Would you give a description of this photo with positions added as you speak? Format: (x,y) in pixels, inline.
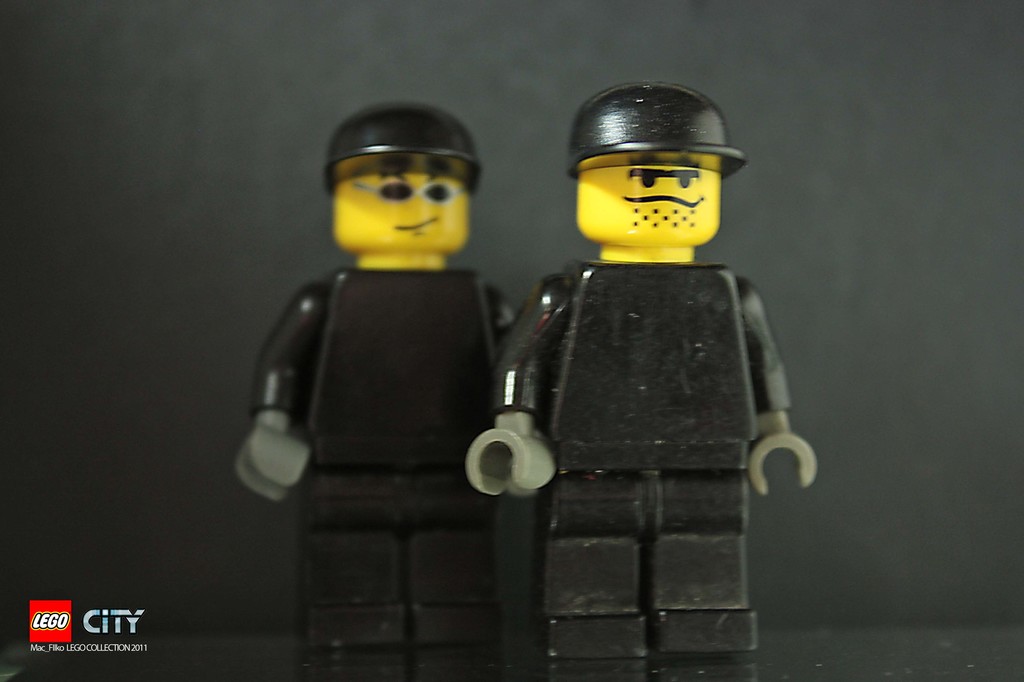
In this image we can see toys (395,427). In the left bottom corner (80,626) there is watermark (99,621). In the background (198,139) there is wall (878,224).
